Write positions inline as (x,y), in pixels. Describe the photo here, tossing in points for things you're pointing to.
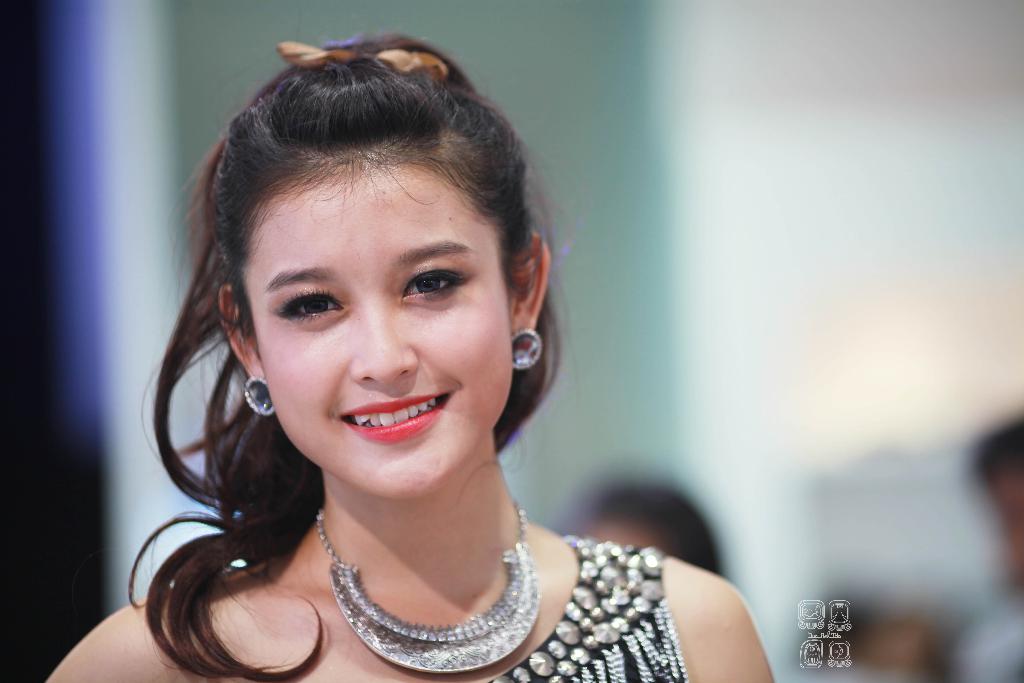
This woman (496,491) is smiling and looking forward. Background (95,305) it is blur. Here we can see watermark (811,662).
